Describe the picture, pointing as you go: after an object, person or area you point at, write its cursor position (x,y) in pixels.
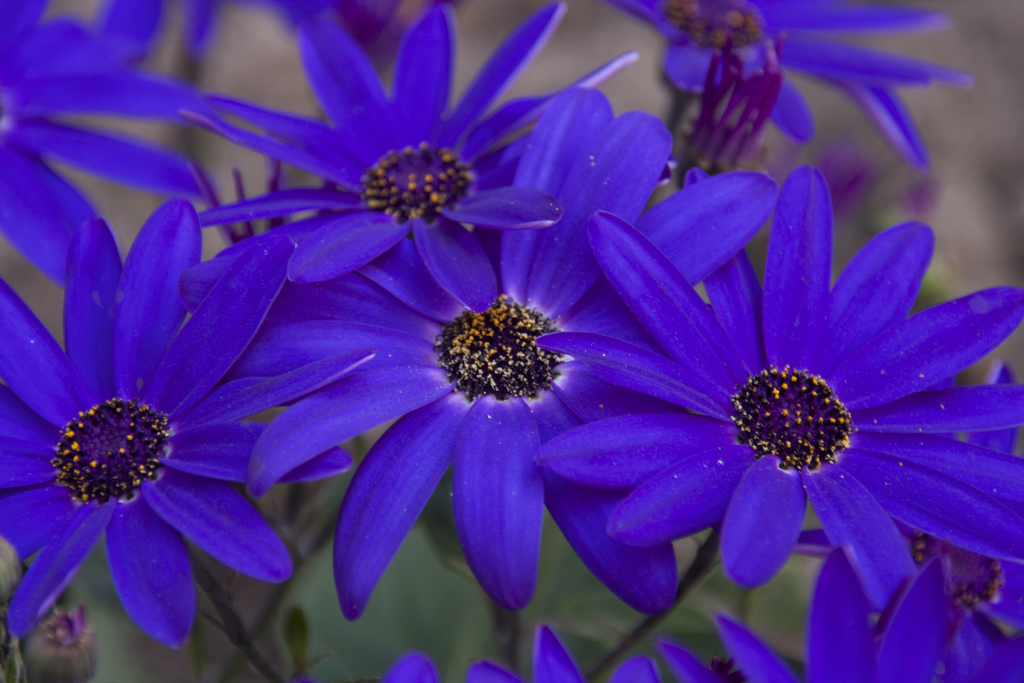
We can see flowers (360,583). In the background (986,199) it is blur.
